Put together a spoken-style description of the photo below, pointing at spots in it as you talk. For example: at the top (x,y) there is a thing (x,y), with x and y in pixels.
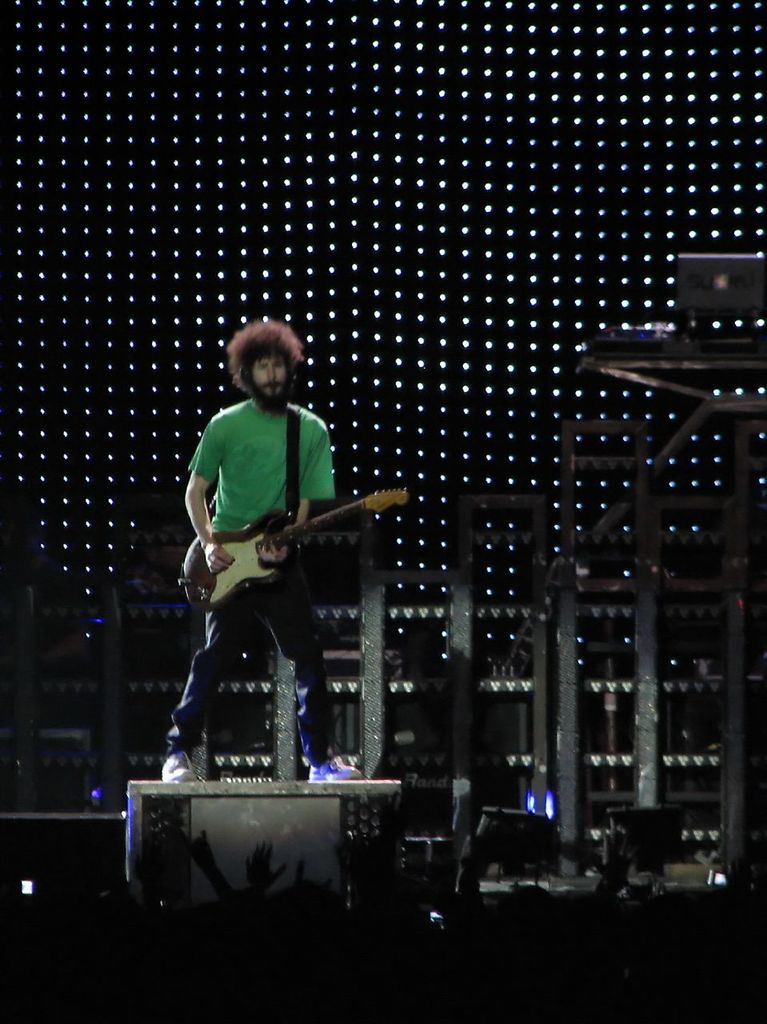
In the middle of the image (277,378) a man (257,597) is standing and playing guitar (220,532). Behind him there is a screen (299,249).
